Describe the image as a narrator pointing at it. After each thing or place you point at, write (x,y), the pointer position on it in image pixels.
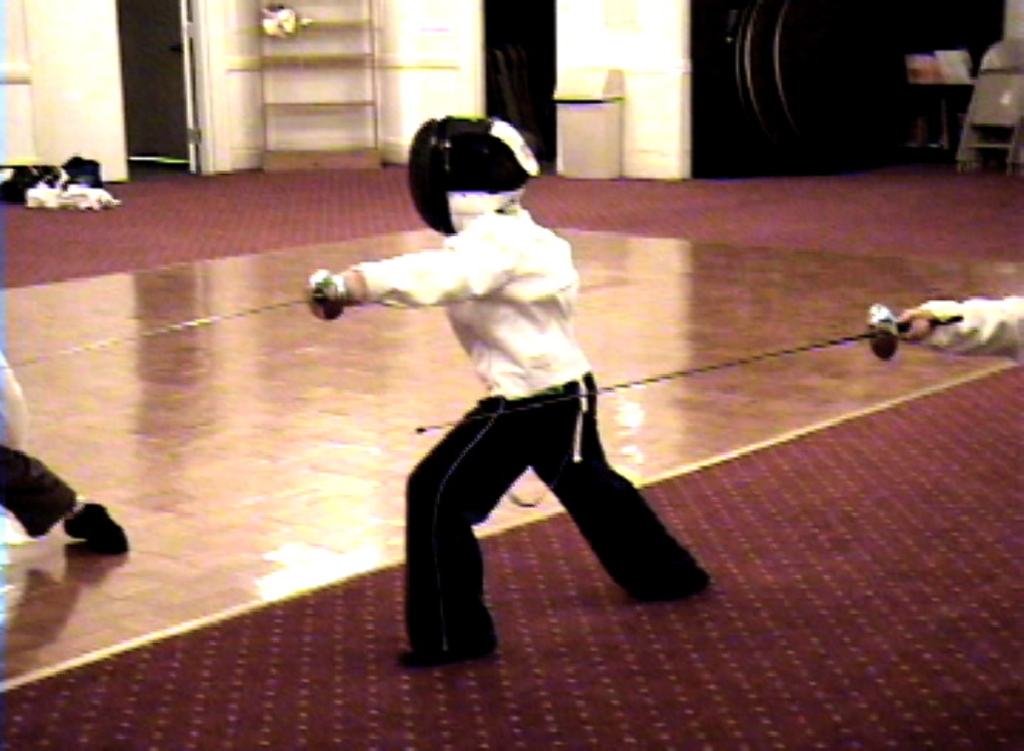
This image consists of three persons (937,318). In the front (624,383), we can see two persons (621,550) are holding swords (699,372). At the bottom (497,693), there is floor mat (191,699) on the floor (281,369). In the background (511,71), we can see the racks (310,18) and doors (151,65) along with a wall (683,47).
